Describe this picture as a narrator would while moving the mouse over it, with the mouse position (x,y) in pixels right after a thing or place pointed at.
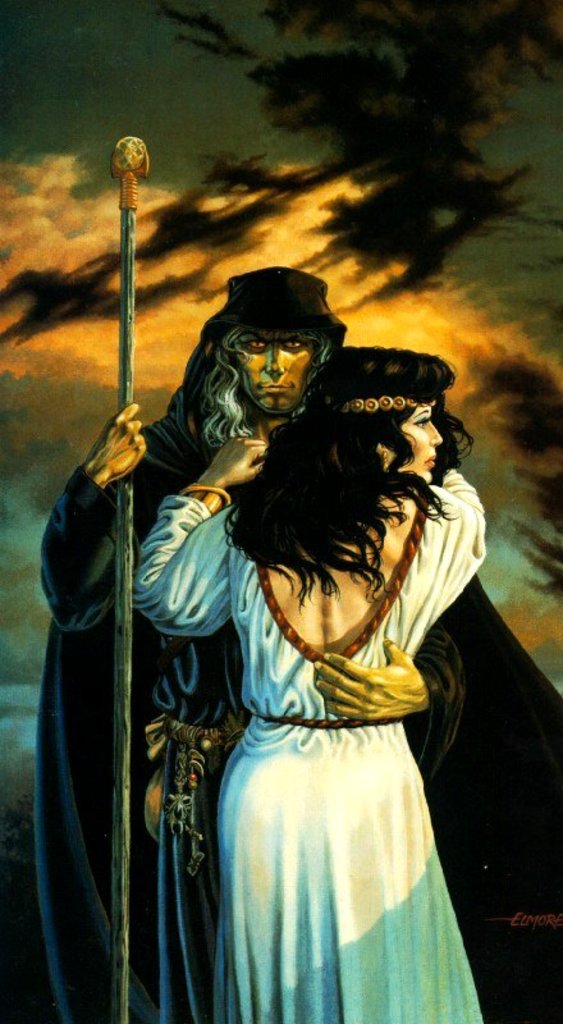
This is an animated image in which there are persons (256,729) standing and hugging each other and the man (260,383) standing In the center (216,352) is holding a stick (129,492).
